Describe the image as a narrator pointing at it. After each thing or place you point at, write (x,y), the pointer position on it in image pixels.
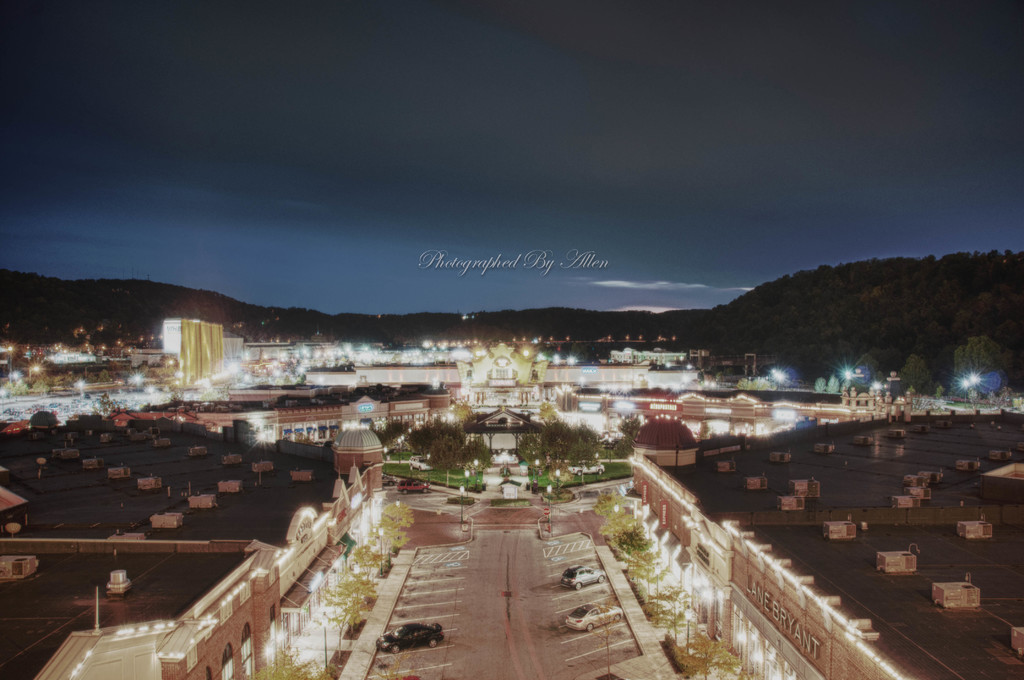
In this picture we can see a few vehicles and street lights (467,471) are visible on the path (623,670). We can see some grass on the ground (655,655). There are lights (574,394), buildings (554,370) and trees (707,319) are visible in the background (340,327). We can see some text (483,258) and the sky (509,131).
